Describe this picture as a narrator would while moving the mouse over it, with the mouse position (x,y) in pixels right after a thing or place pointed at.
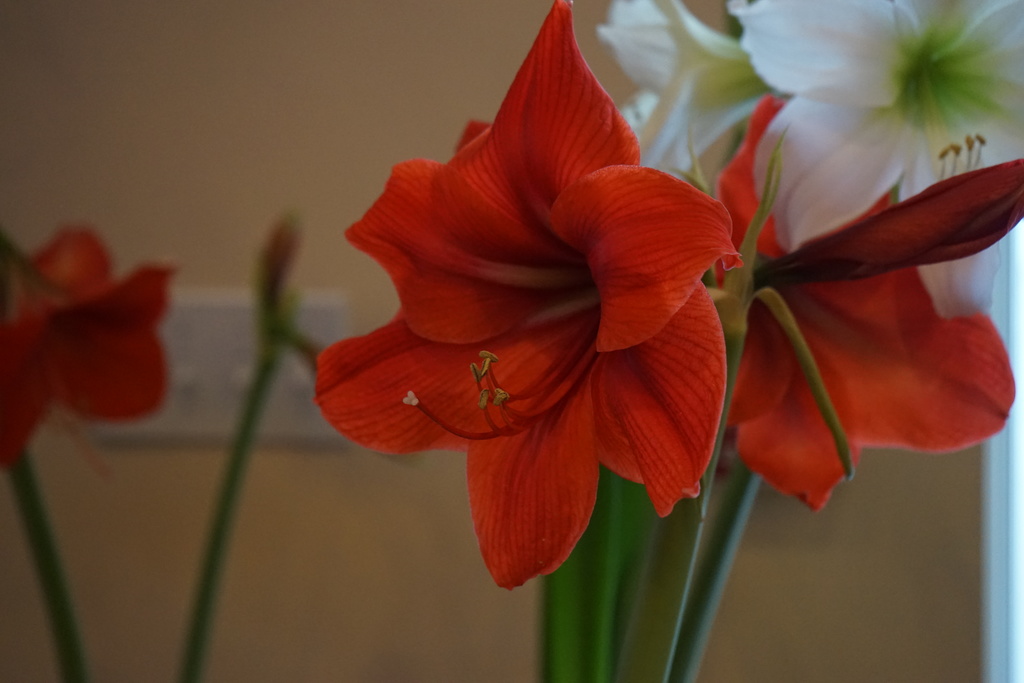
In the image there are red and white flowers (697,298) in the front (413,379) and behind it there is a wall (206,669) with switch board (218,397) on it.
